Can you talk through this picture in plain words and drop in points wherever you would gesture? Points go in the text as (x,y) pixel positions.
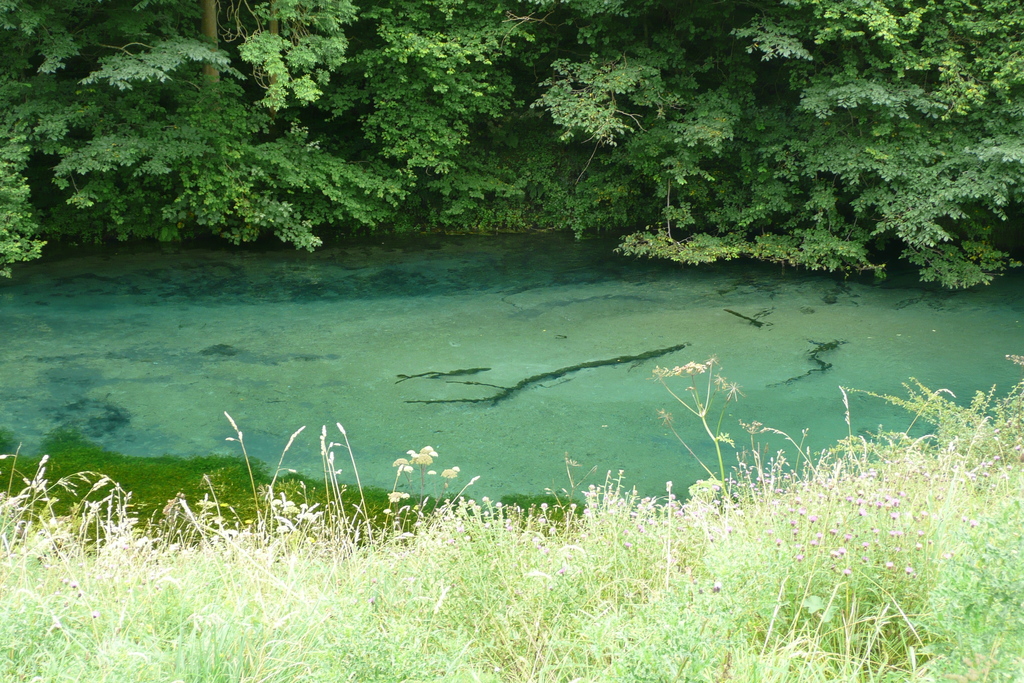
In this image there are plants (295,482), grass (207,573), water (562,359) and trees (503,103).
